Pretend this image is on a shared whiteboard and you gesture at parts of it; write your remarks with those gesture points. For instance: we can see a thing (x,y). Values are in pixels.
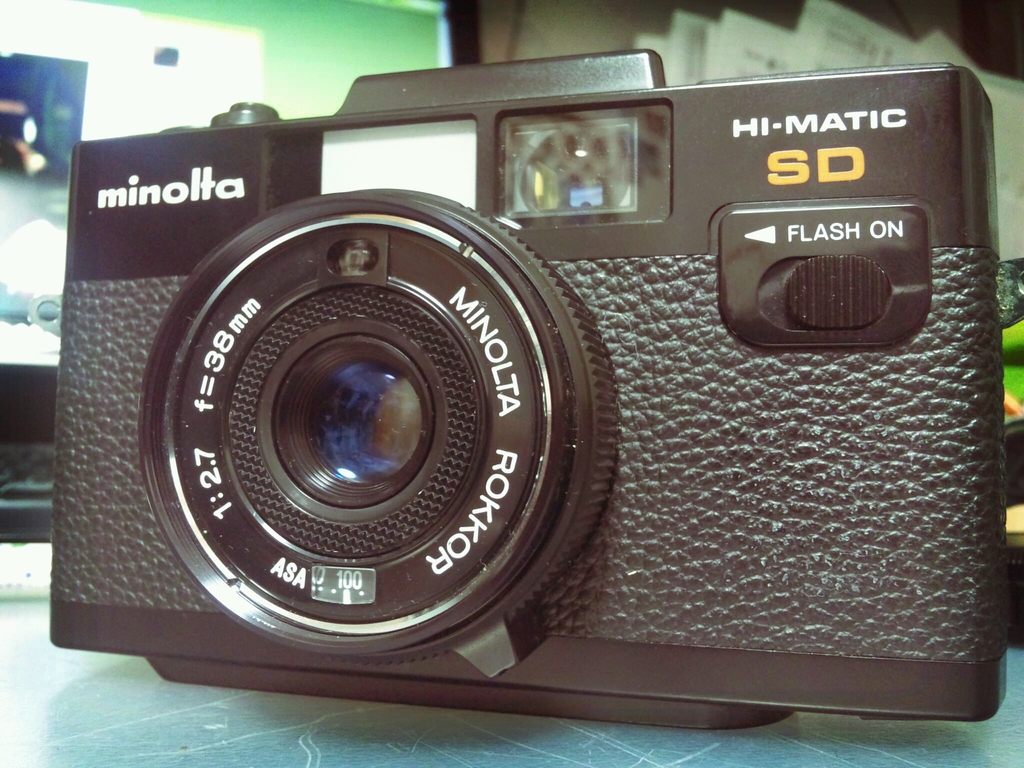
In this picture we can see a black color camera (167,416) placed on the table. Behind there is a green color screen (356,71).
